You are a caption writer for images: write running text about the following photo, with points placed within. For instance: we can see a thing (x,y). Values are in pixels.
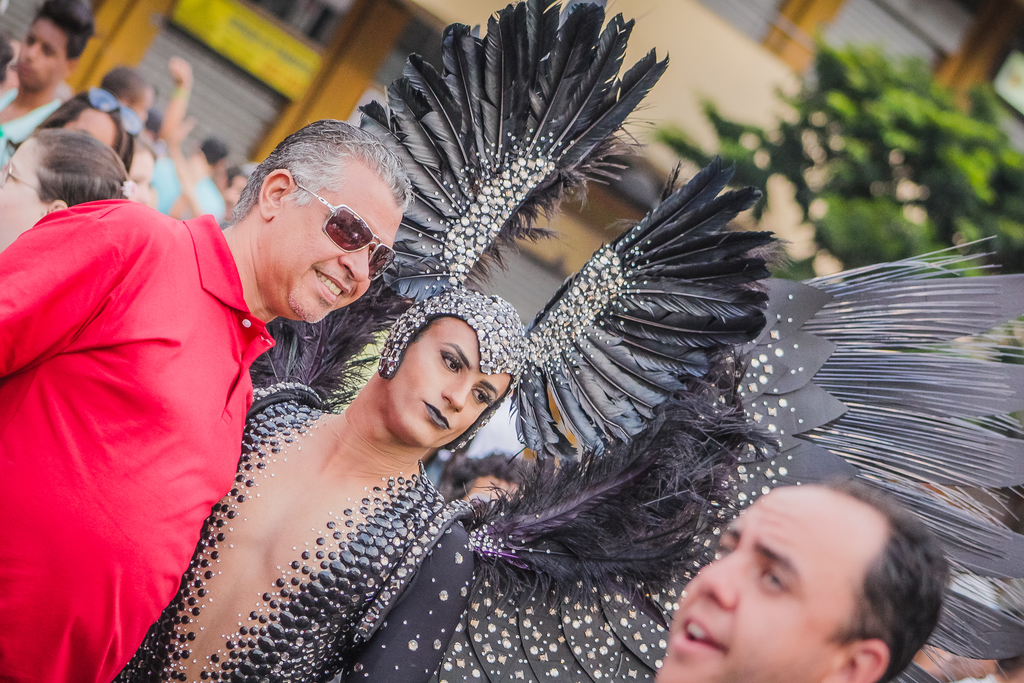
In this image I see 2 men (49,326) and a woman (346,471) in front (732,649) and I see that this woman (461,397) is wearing black and silver color costume (462,640) and I see that this man (315,298) is smiling. In the background (177,164) I see few more people (150,199) and I see the building (662,119) and the green color thing (843,136) over here.
